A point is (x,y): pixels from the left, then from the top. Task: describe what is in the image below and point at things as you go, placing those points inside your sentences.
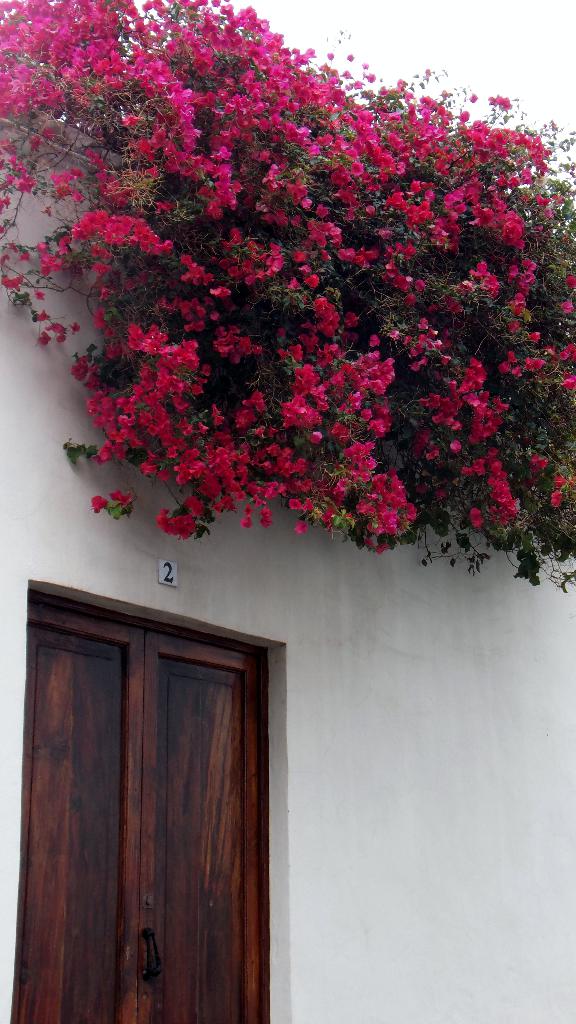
In this image I can see few pink color flowers (273,84) on the white color building (367,699). I can see a wooden door (141,733).
